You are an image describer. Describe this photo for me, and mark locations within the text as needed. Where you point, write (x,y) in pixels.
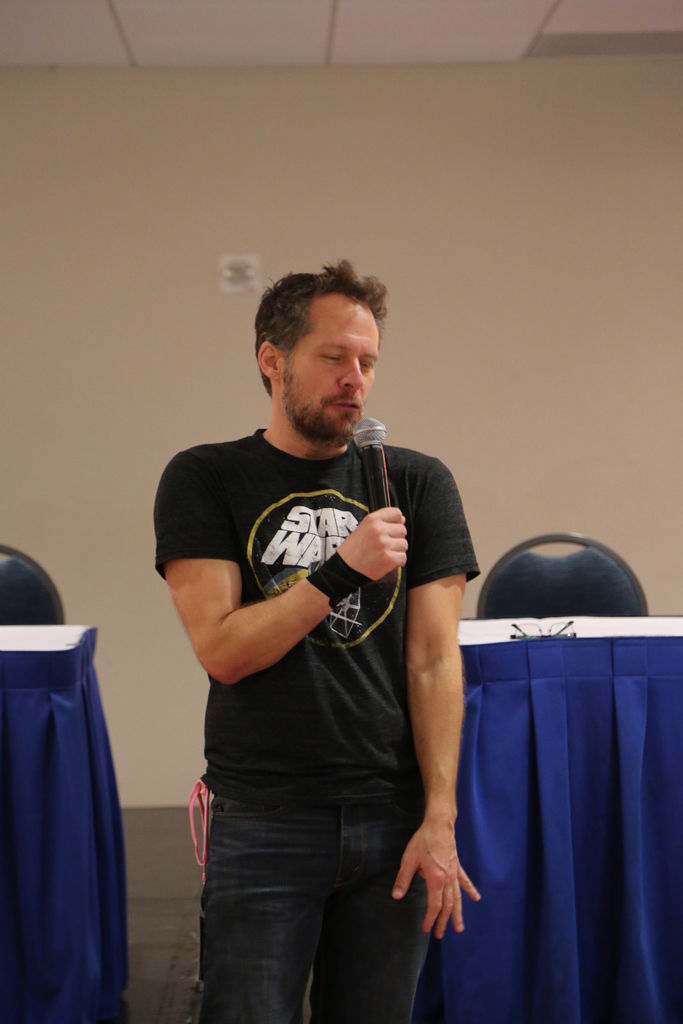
In this image, we can see a person (304,636) standing and holding mic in his hand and in the background (555,715), there are chairs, tablecloths (509,683) and we can see glasses (566,635) and there is a wall (510,267). At the top (152,32), there is roof (226,48).
